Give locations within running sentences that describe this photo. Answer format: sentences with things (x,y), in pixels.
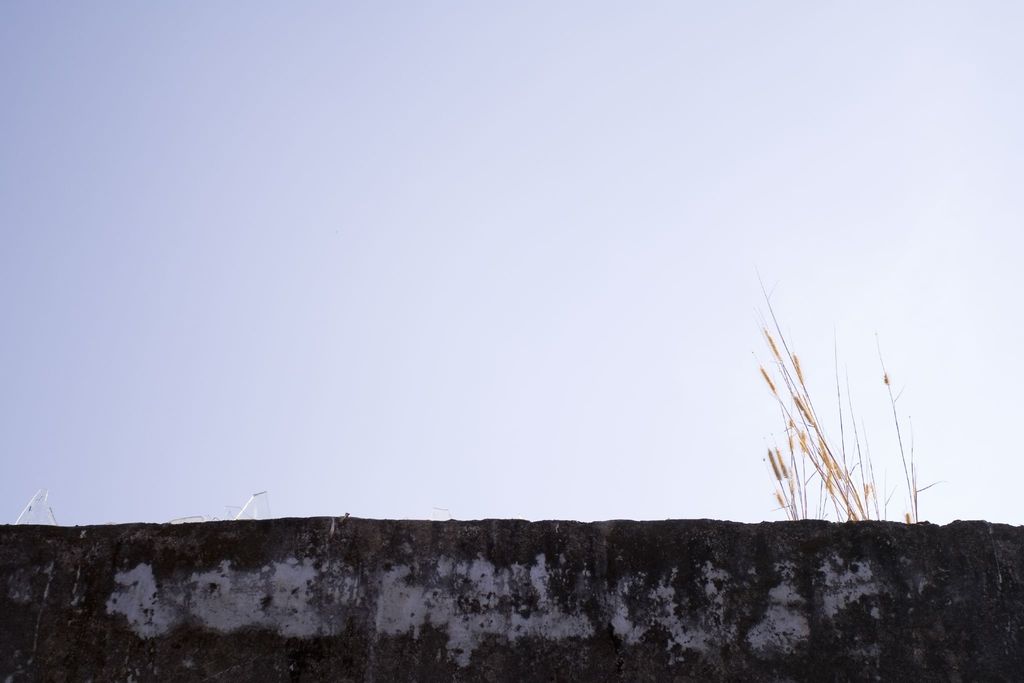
In this image at the bottom (378,595) there is a wall (585,587) and plant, and at the top of the image (666,141) there is sky (389,376).
